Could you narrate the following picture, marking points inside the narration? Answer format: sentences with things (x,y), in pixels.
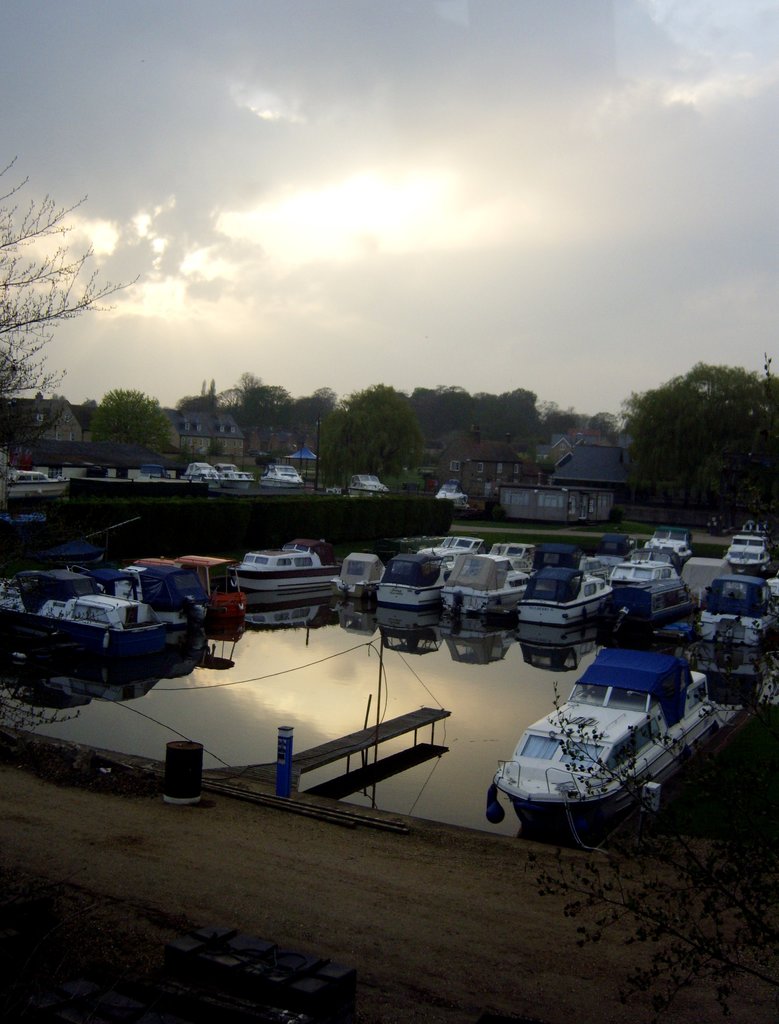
In this picture there is a harbor (466,652) with many white color boats (661,774), parked on the water (519,830). In the front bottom there is a wooden bridge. In the background (112,419) we can see some trees (137,420) and boats (88,472).
